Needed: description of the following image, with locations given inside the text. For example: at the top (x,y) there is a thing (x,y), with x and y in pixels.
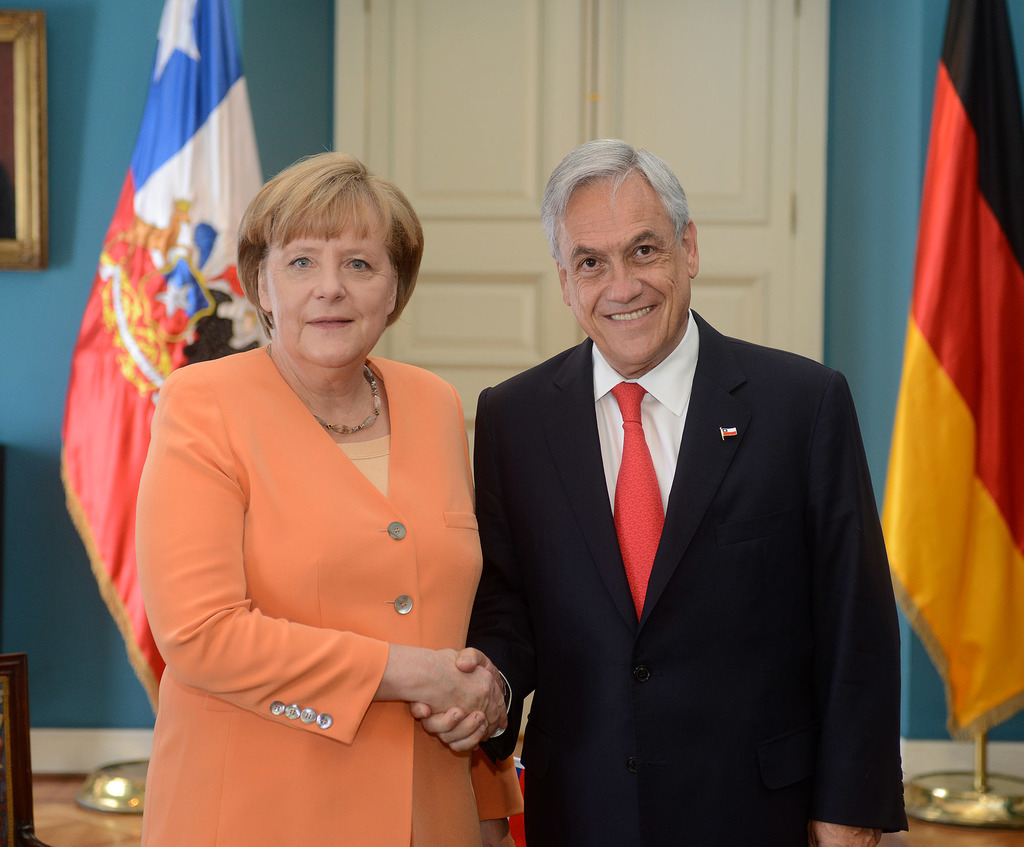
This picture consists of two persons (312,179) and there are two colorful flags (949,150) visible in the background (170,190) and there is the wall (286,65) and door (529,76) visible in the middle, a photo frame (25,229) attached to the wall (53,212) on the left side (8,155).
